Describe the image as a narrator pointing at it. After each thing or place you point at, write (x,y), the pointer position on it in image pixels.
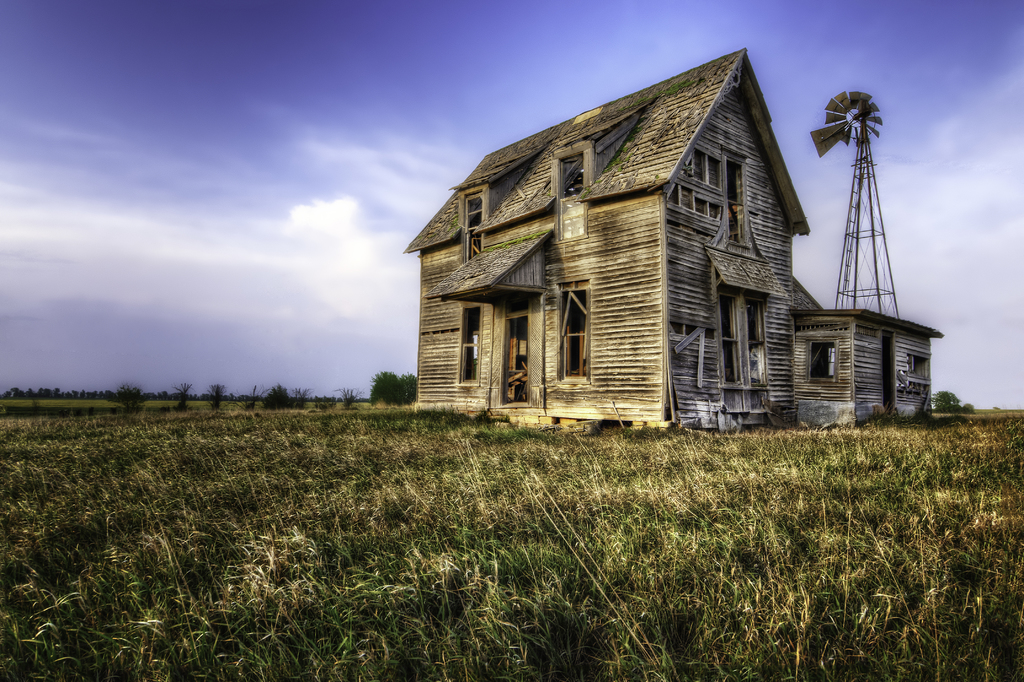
In the picture there is a wooden house (684,385) in between the field (410,504) and behind the house (790,305) there is a tower (860,153) and to the tower (860,140) there is a fan (844,131), in the background (182,220) there is a sky (58,171).
